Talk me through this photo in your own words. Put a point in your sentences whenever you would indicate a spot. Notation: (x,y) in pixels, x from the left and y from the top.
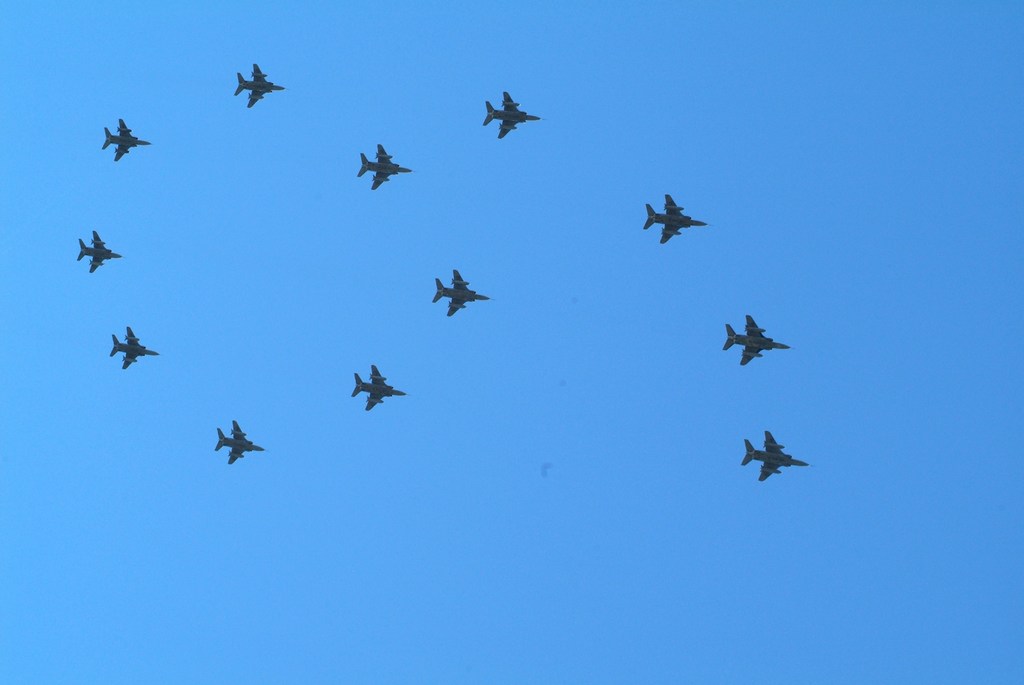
In this image, we can see there are aircraft (769,463), flying in the air. In the background (478,182), there is the blue sky (439,451).
